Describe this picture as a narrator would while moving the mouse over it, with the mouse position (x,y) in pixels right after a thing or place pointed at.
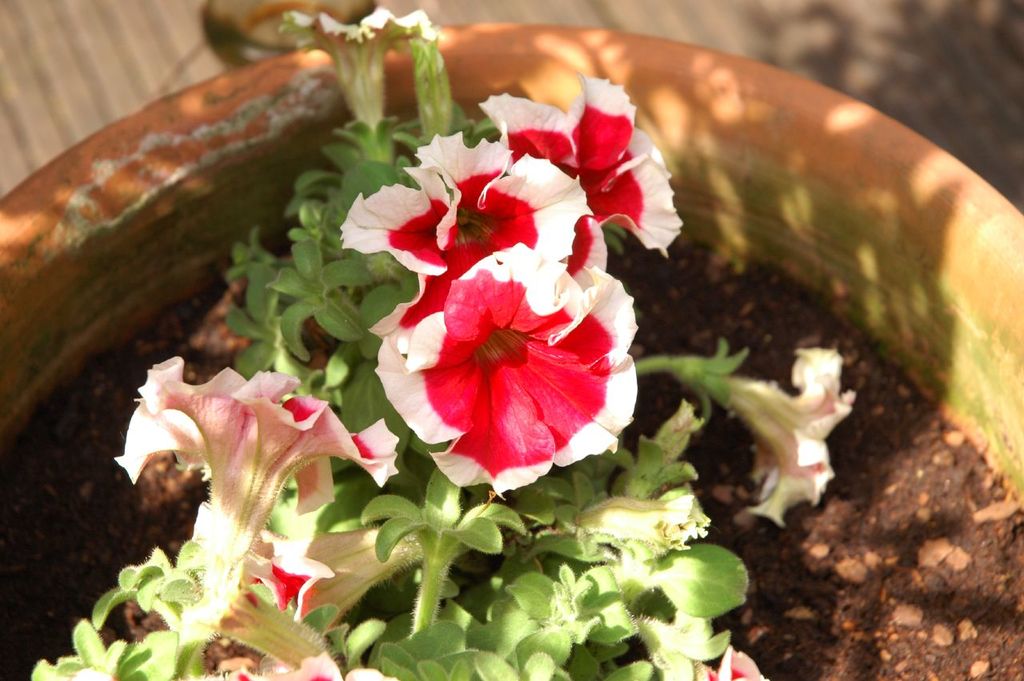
In this image we can see a flower (369,219) to a house plant (378,307).
